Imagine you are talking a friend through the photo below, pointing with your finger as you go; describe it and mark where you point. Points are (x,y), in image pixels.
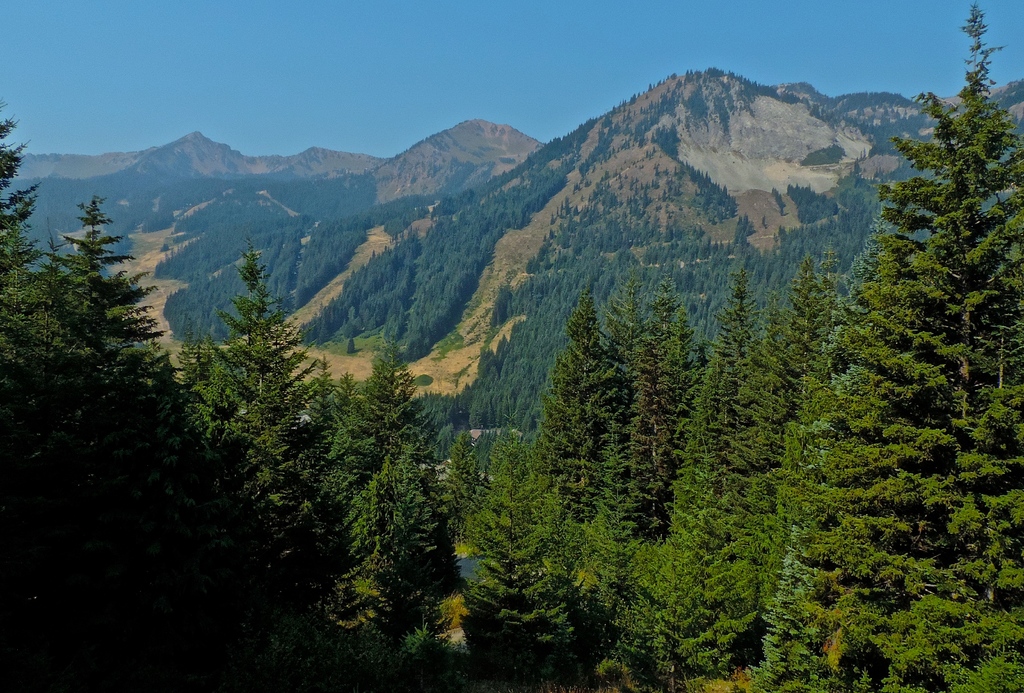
Bottom of the image (554,658) there are some trees (88,219). Behind the trees (1012,330) there are some hills (37,196). Top of the image (495,19) there is sky (174,100).
